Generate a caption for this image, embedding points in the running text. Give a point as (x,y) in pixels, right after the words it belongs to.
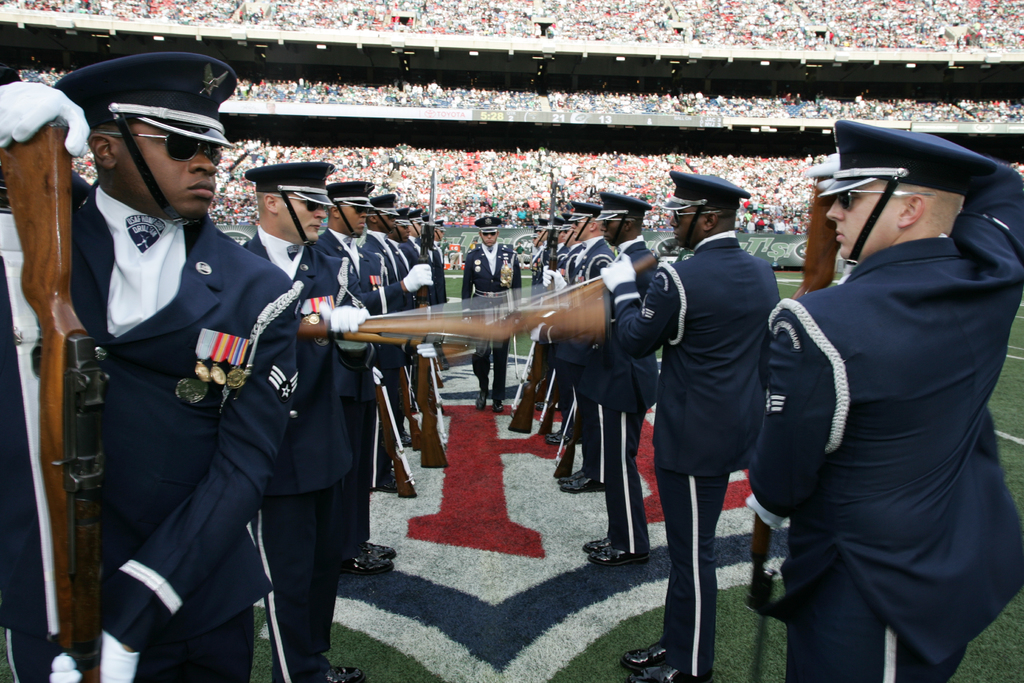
In this image, we can see a group of people (633,559) are standing on the grass (570,519) and wearing caps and goggles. Few (86,324) are holding guns (67,499). Background (779,252) we can see a group of people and banners (792,264). At the bottom (481,623), we can see the ground (543,645). Here we can see some painting (545,535).
